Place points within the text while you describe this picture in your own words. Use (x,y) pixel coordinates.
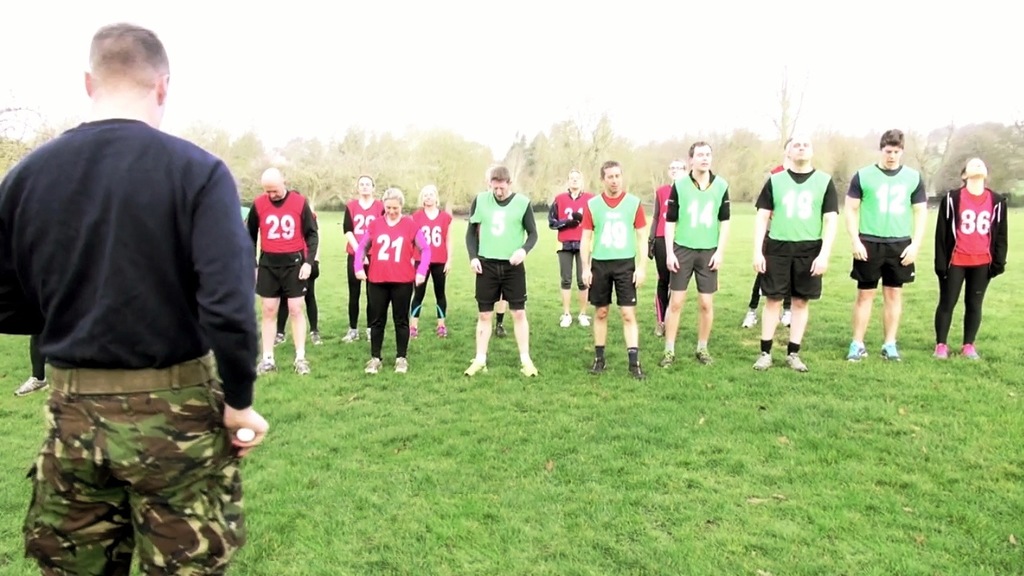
Land (471,401) is covered with grass (677,392). Here we can see a group of people (190,149) standing. Far there are a number of trees (374,165).
